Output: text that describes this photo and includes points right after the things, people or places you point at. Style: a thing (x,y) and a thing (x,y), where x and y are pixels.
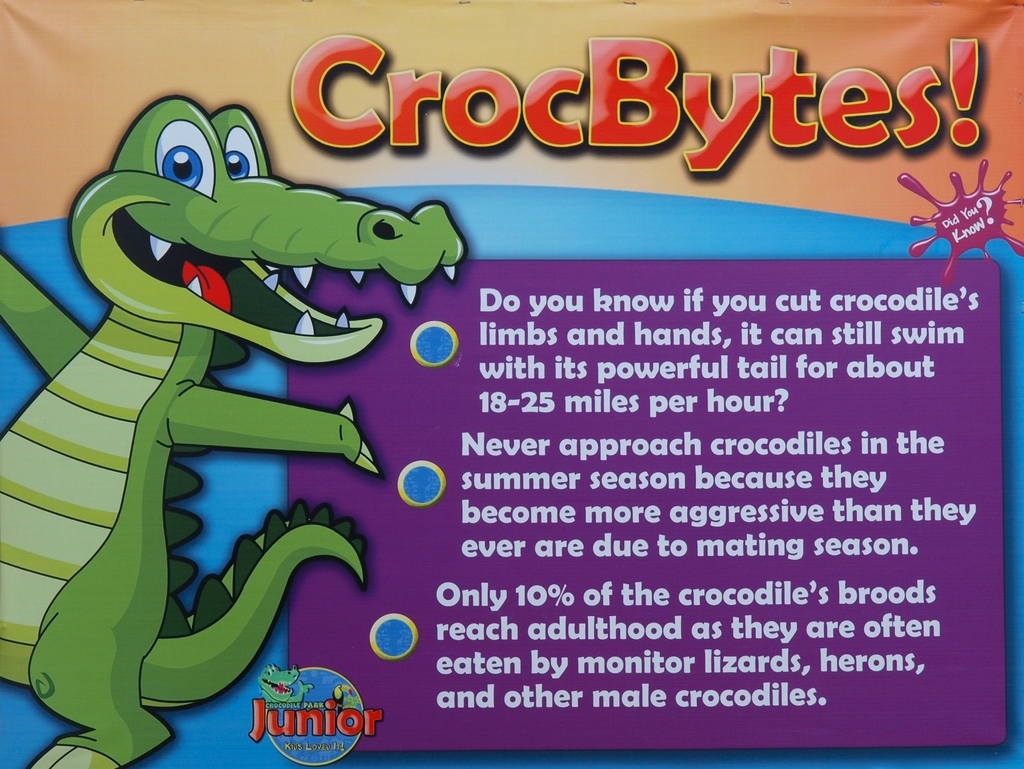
This is a poster (494,348). On the left side (188,433) there is a drawing (160,351) of the crocodile (179,327). Also there is a name (719,101) and something is written on the poster (576,488). At the bottom (328,712) there is a logo (285,721).
